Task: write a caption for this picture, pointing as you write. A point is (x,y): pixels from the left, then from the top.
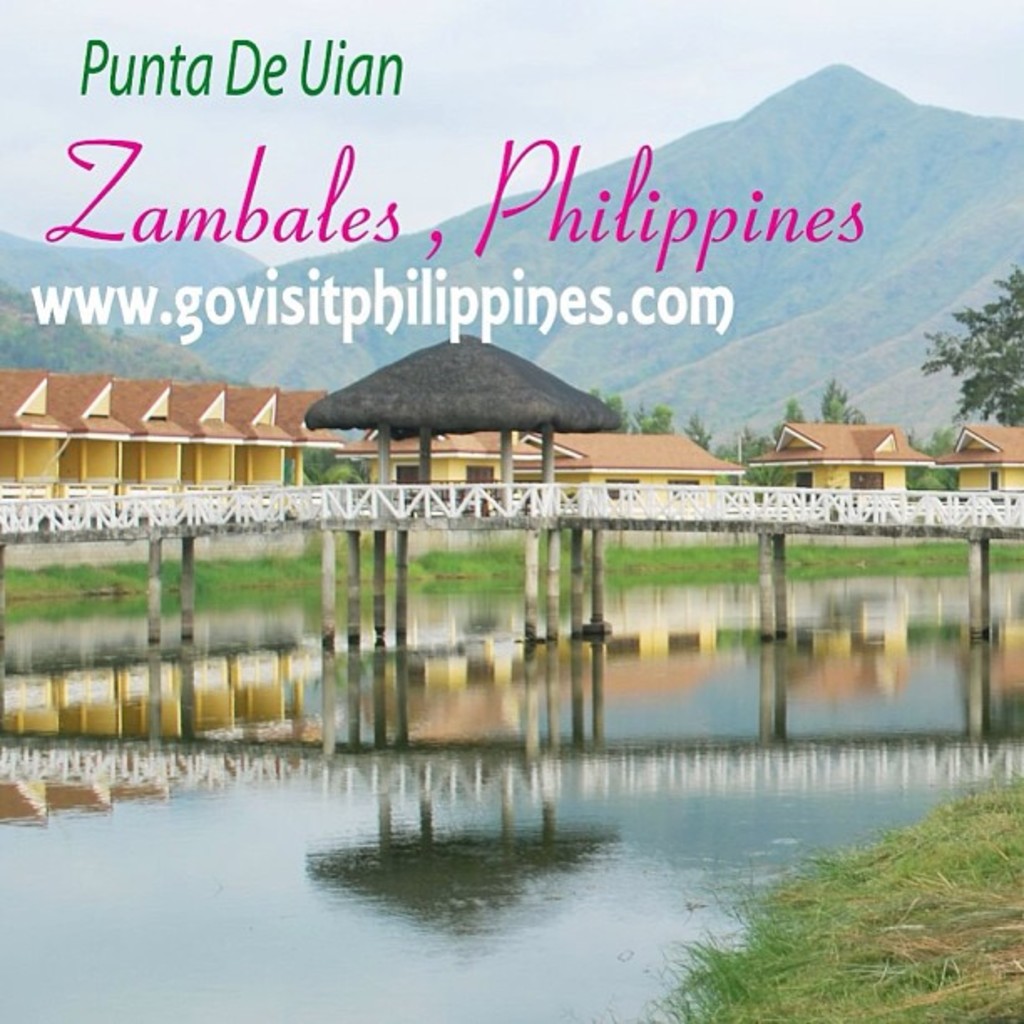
At the bottom of the image (598,794) there is water (689,747) and grass (846,930). In the center (432,521) there is a bridge (825,535) and we can see a shed (425,421) on the bridge (477,500). In the background (186,438) there are buildings (530,444), trees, hills (556,242) and sky (425,91) and there is text (255,225).
